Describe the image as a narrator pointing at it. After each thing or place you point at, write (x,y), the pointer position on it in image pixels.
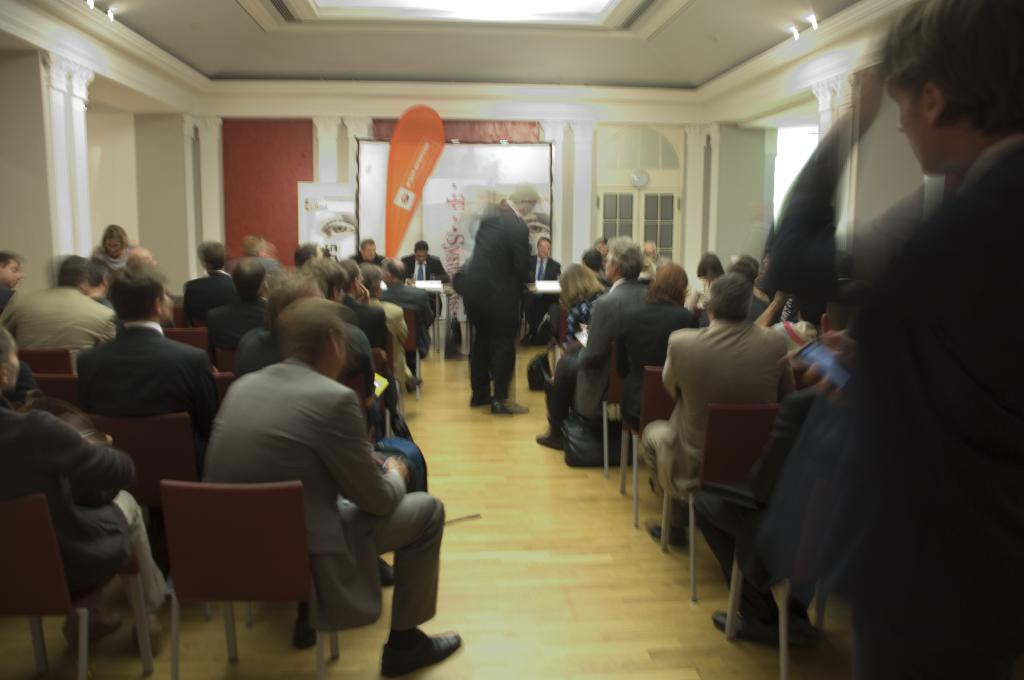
In this image there are many people (318,401) sitting on the chairs (233,367). On the right (929,372) there is a man (919,249). In the middle (484,393) there is a man (419,245) he is sitting on the chair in front of a table (441,290), and there is a man (504,273) he is standing he wear suit (488,252), trouser (487,370) and shoes (506,414). In the background (683,214) there is a pillar (210,180), wall (268,146), poster (301,219), screen (374,220), window (650,208) and light (814,23).
